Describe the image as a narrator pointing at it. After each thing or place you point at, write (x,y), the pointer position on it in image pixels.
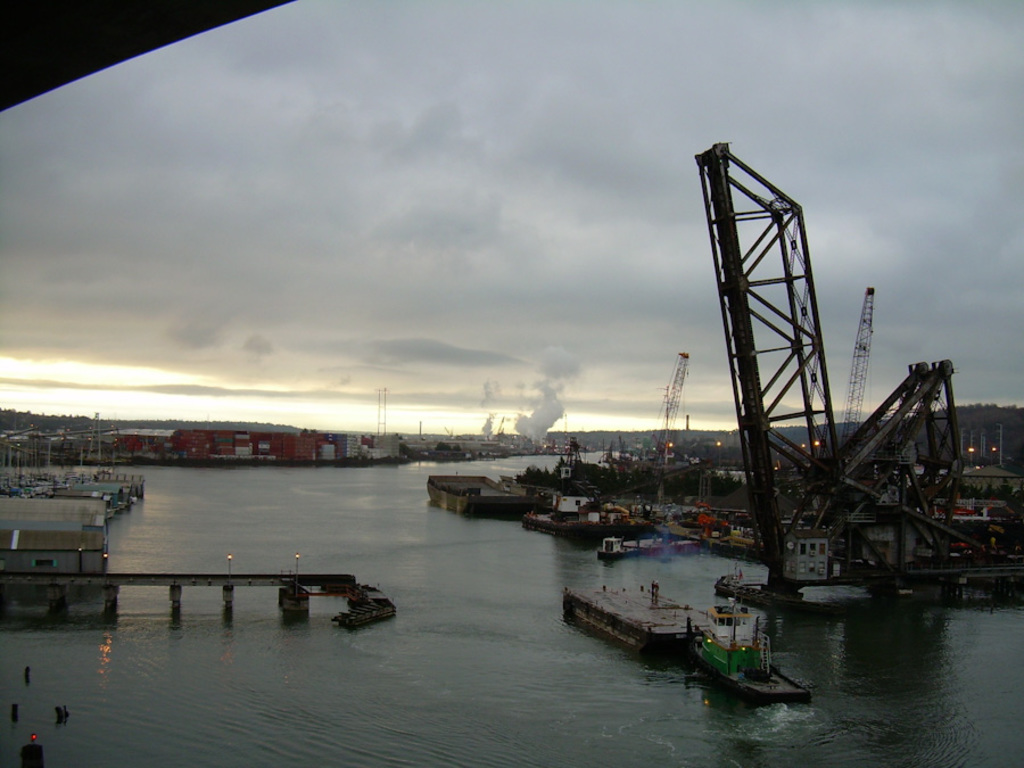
In this image I can see the water (479,669), a bridge (301,578), few lights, few cranes (847,415) and a boat (745,625) on the surface of the water (775,653). In the background (304,440) I can see few buildings (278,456), few poles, some smoke (534,420), few lights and the sky (319,239).
